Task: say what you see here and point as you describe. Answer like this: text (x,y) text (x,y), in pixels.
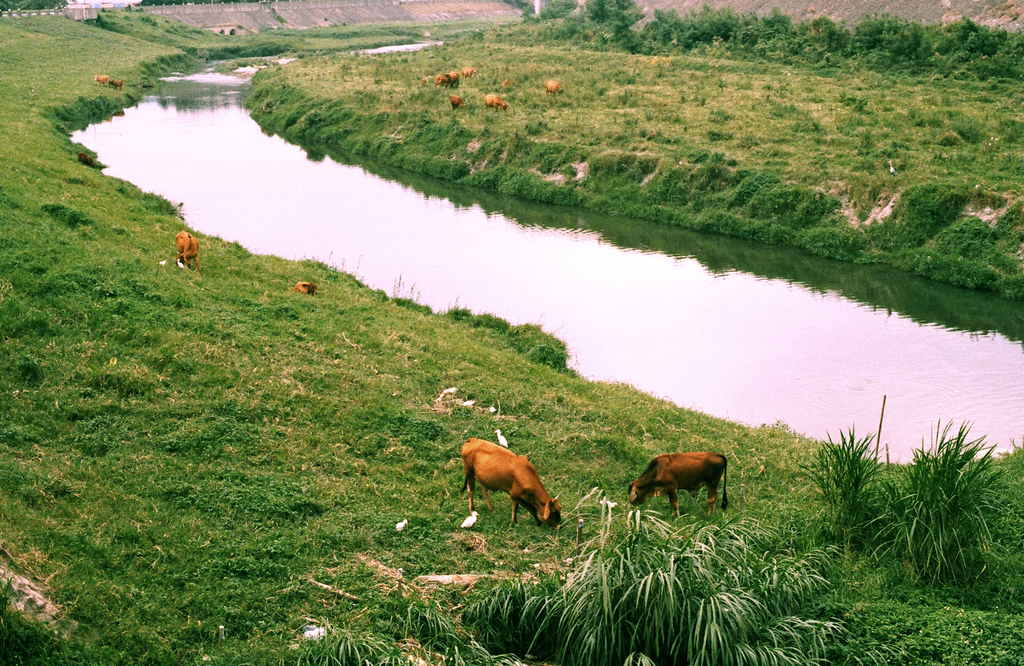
In this picture I can see there are some animals (499,451) grazing the grass (155,374) and there are some plants (617,202) and grass (617,202) on the floor (657,172) and in the backdrop (532,227) there is a lake (327,215) and there is a dam (231,9).
